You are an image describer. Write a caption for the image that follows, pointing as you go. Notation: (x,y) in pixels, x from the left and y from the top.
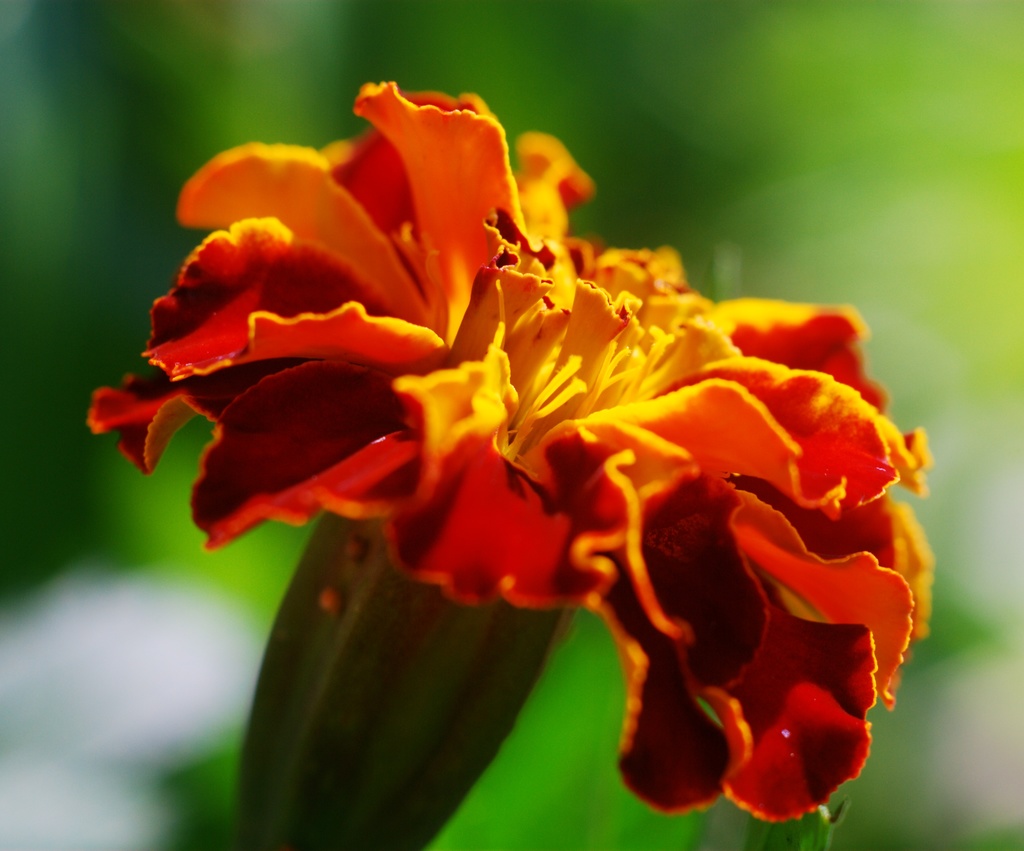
In this picture I can see a flower (515,435), and there is blur background (344,74).
